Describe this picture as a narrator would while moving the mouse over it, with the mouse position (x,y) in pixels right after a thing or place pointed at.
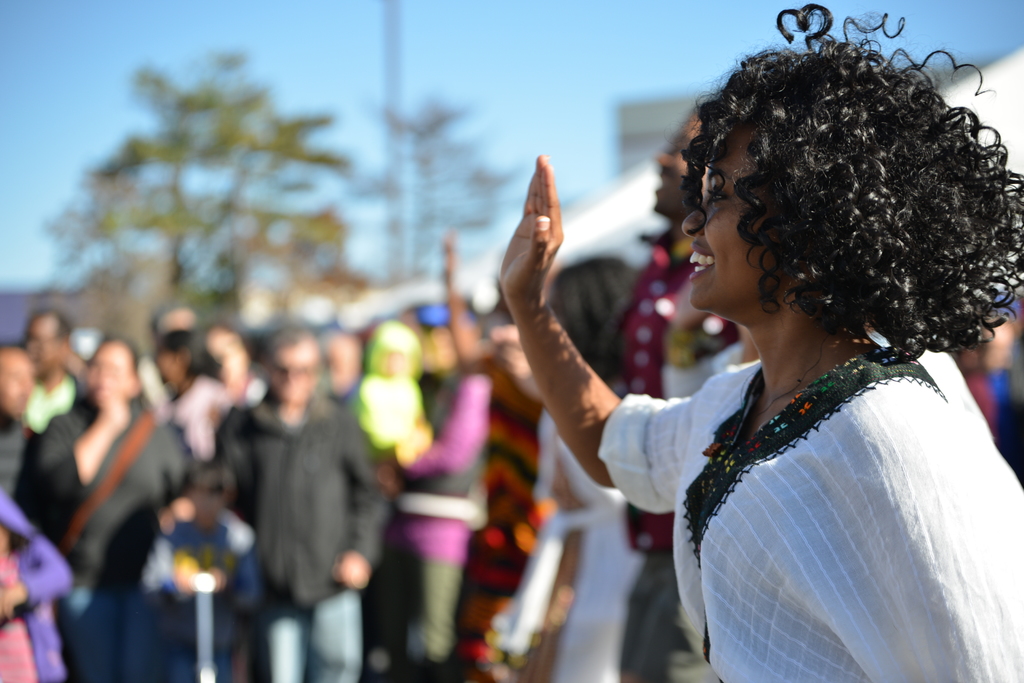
In this image there are a few people (216,380) standing with a smile on their face (700,293), behind them there are trees (168,281) and buildings (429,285).
